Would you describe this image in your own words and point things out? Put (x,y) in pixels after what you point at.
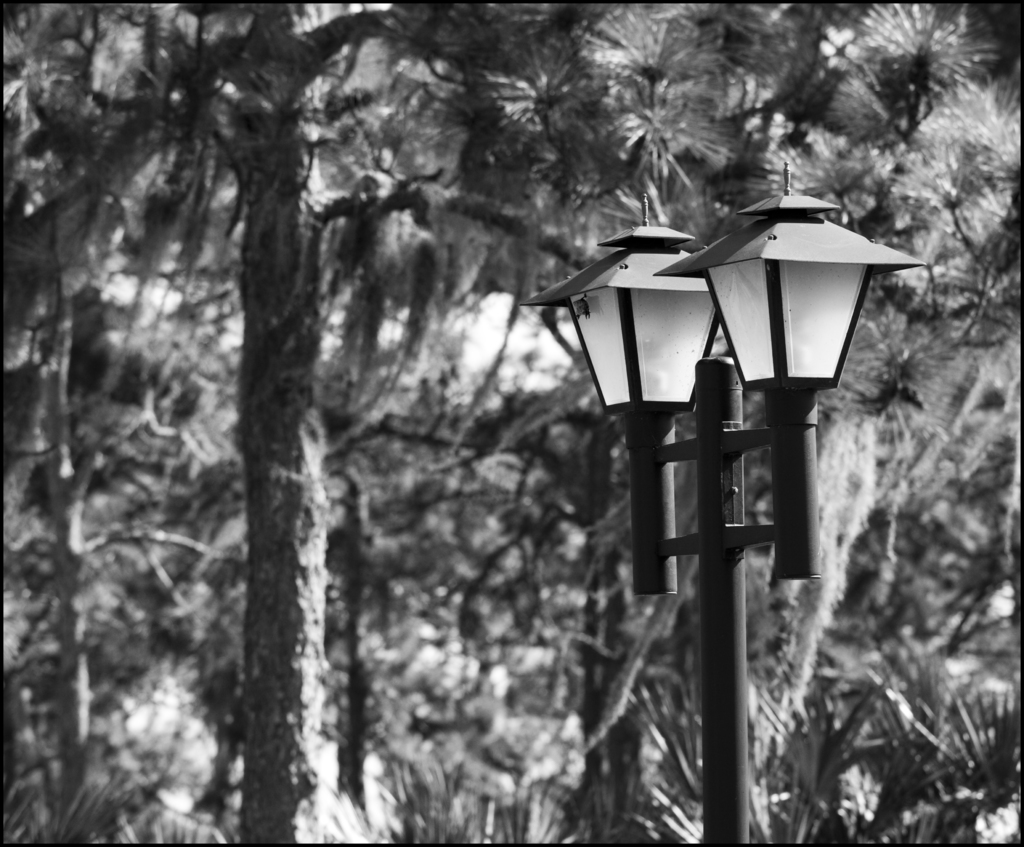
In this picture we can see a pole (733,647) and two lights (745,333) in the front (692,359), in the background (706,136) there are some trees (342,263).
